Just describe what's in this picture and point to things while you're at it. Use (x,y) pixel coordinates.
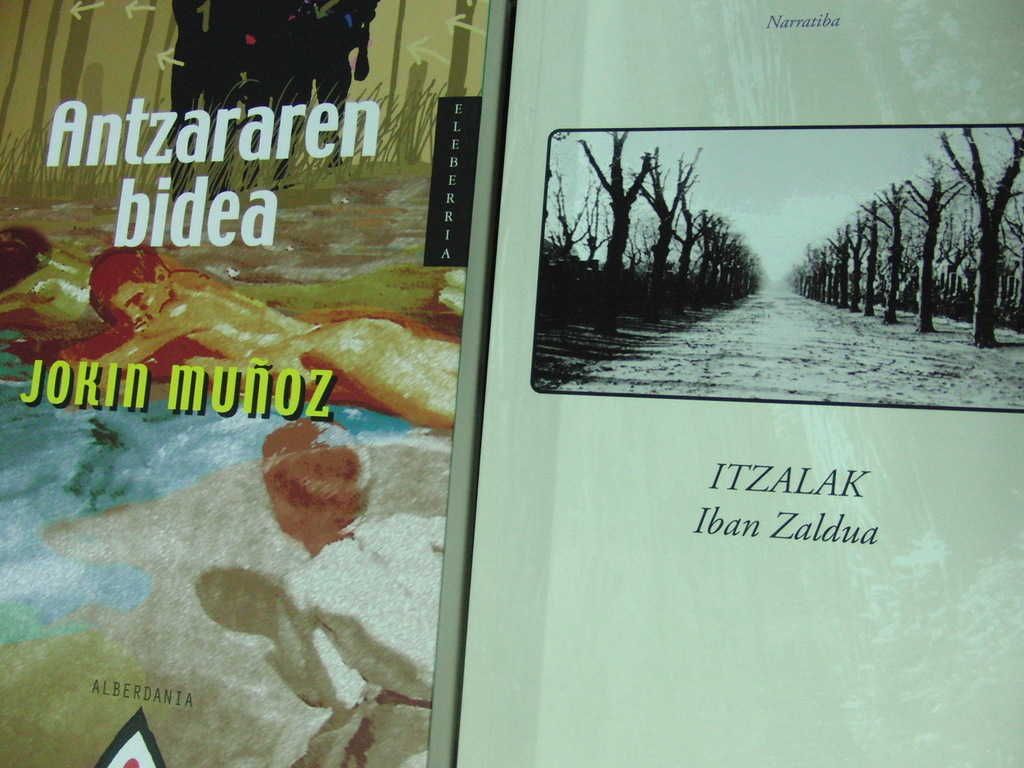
This image consists of books (327,218). On the right (983,232), we can see many trees (954,218). On the left (339,617), there are two persons (241,340). And there is text (802,482) on the books (871,669).
